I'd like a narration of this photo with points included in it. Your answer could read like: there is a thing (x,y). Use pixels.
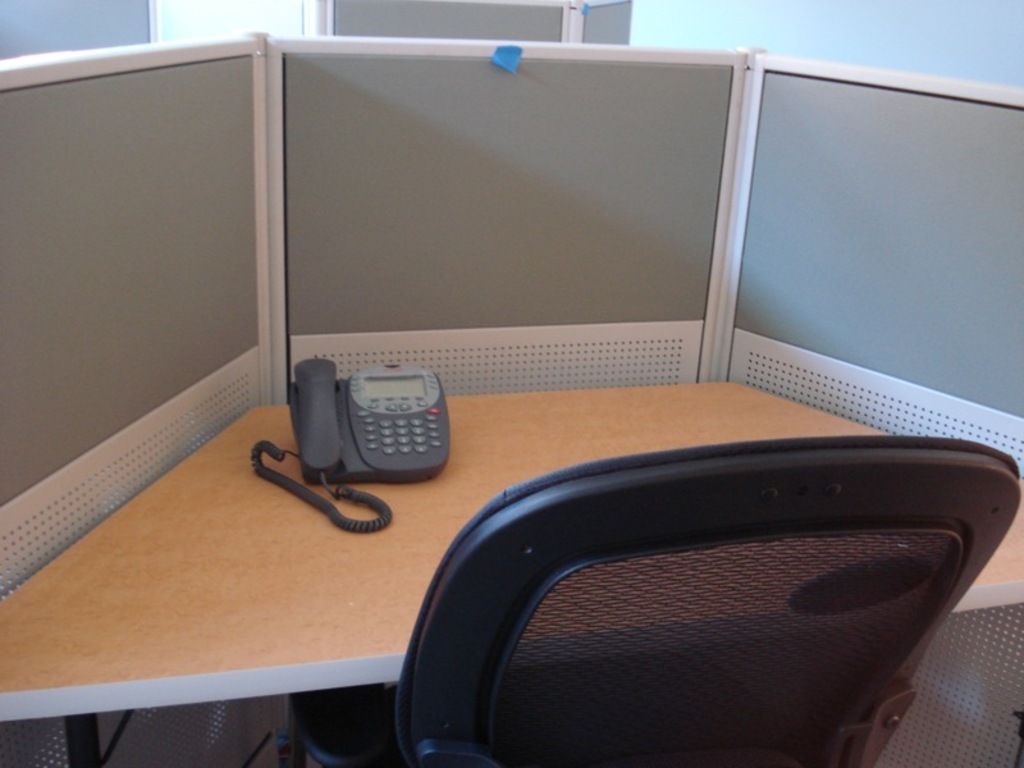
In the picture there is a desk (431,507) and a chair (579,528), on the desk (478,436) there is a telephone (360,380). In the background (54,13) there is another desk (92,29). On the top right (884,30) there is a wall (945,30) painted white.
